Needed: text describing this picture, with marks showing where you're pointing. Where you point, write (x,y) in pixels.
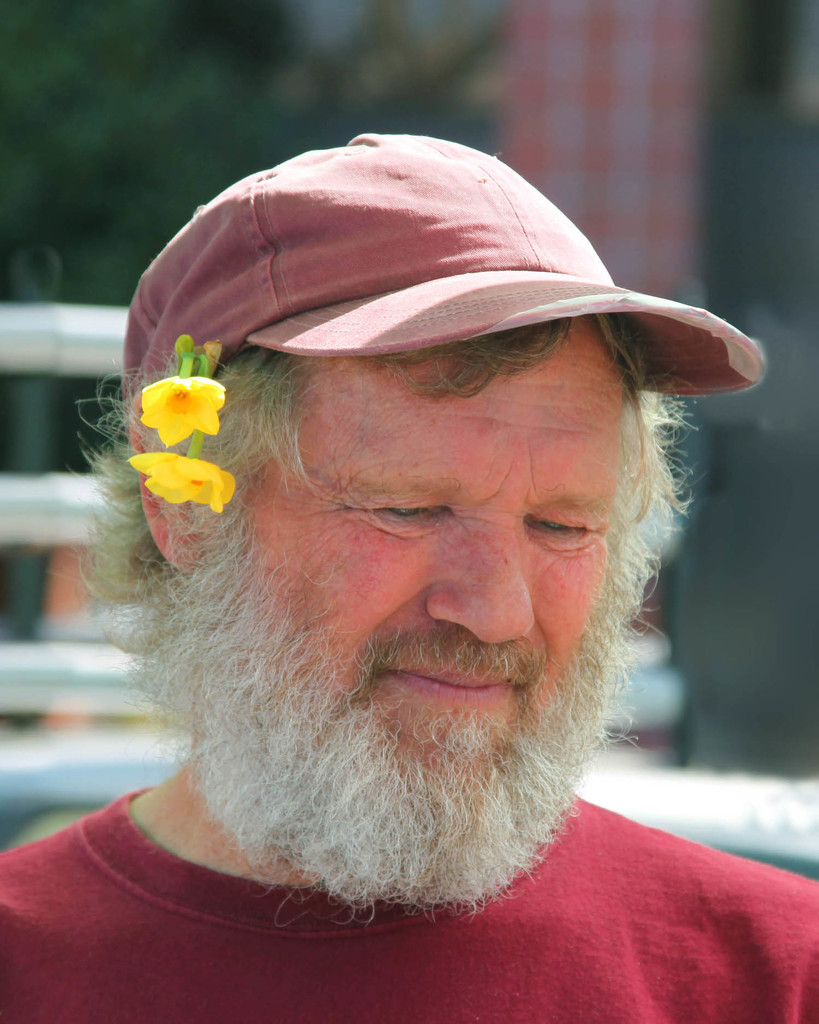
In this image there is a man (404,867). He is wearing a cap (401,284) and we can see flowers (195,424) in his ears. In the background (10,358) there are rods (54,487) and trees (301,118).
